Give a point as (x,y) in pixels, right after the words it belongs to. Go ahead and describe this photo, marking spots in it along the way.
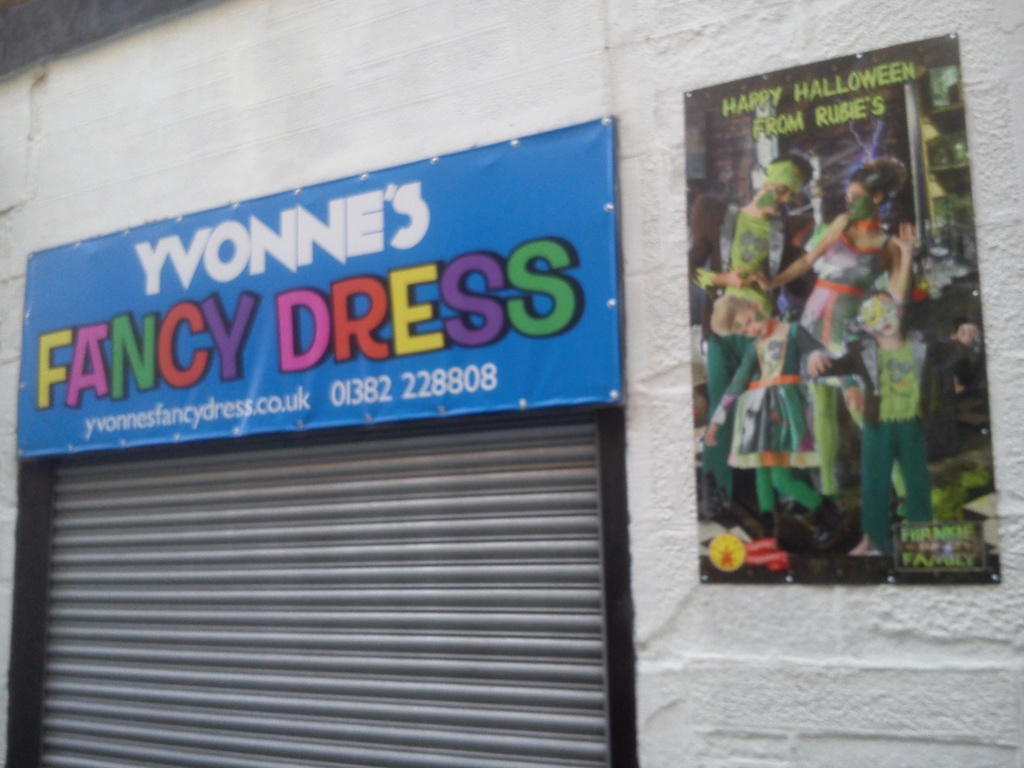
As we can see in the image there is a building (248,170), rolling shutter (348,549) and two banners (296,315). On banners (579,316) there is something written and there are few persons (787,367).
